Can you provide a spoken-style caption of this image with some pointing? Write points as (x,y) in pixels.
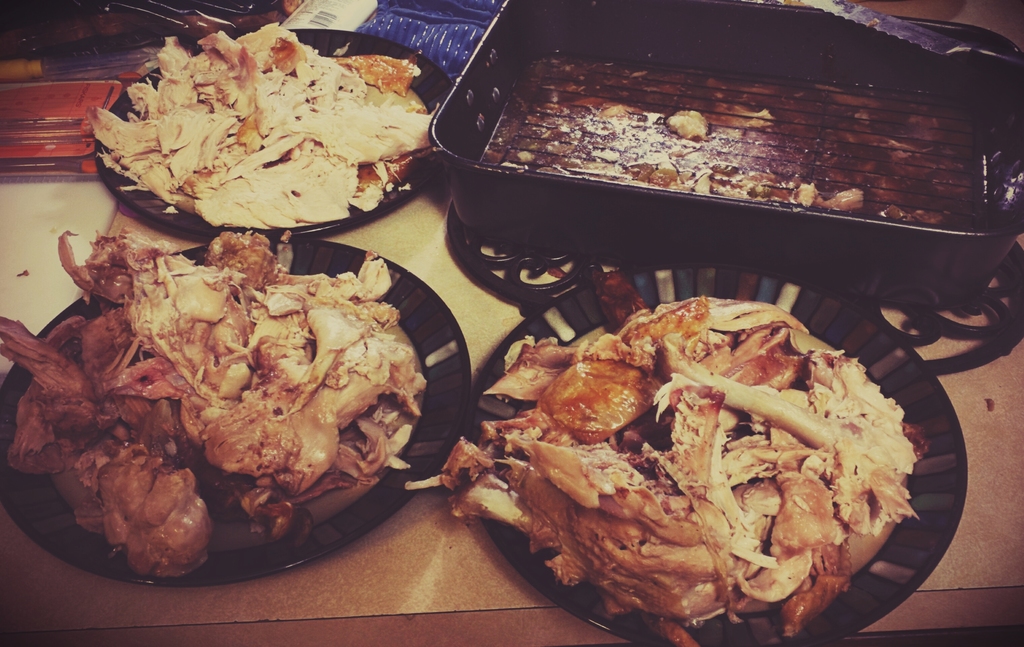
In this image there is a table (76,288) on that table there are bowls (869,324), in that bowls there is meat (574,384).
